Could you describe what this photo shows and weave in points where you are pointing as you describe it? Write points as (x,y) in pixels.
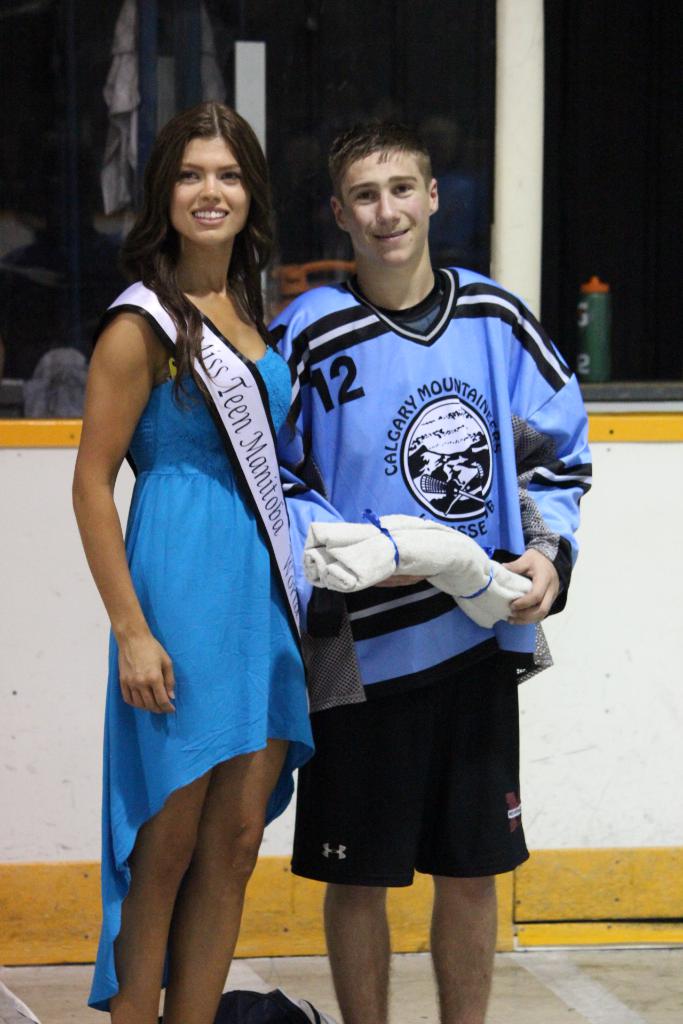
In this image we can see a man (294,400) and a lady (245,336) standing and smiling. The man (385,299) standing on the right (462,594) is holding a cloth (368,583) in his hand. In the background (66,714) we can see a bottle (600,381) placed on the wall (96,716) and there are clothes (125,161).
